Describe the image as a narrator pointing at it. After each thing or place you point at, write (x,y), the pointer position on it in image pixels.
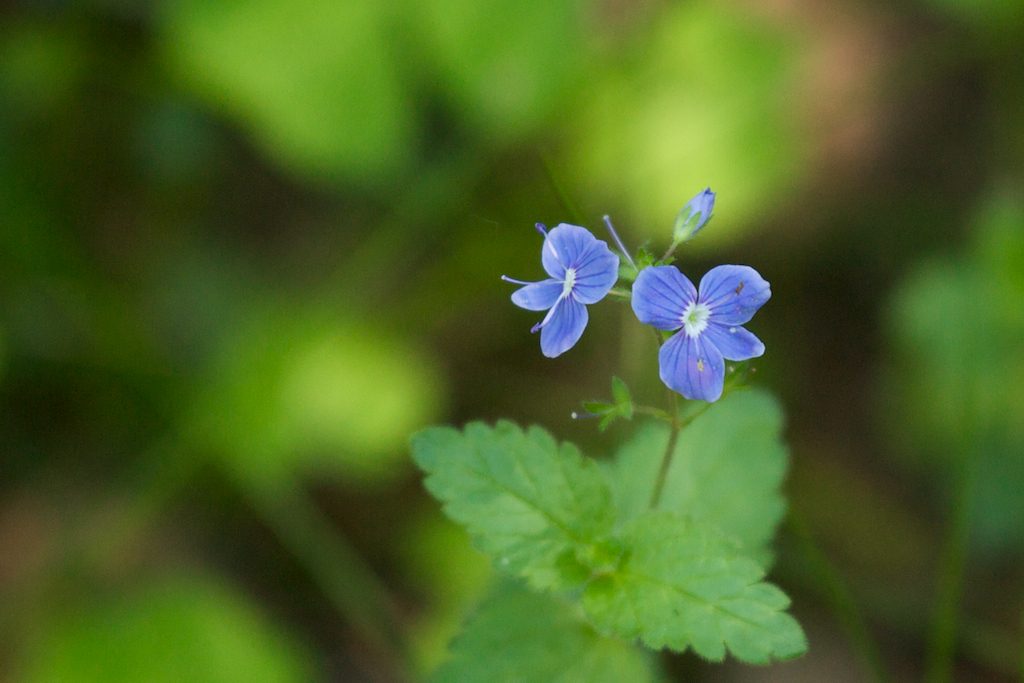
In this image I can see few flowers (674,353) in white and purple color and I can see the plants (546,520) in green color.
